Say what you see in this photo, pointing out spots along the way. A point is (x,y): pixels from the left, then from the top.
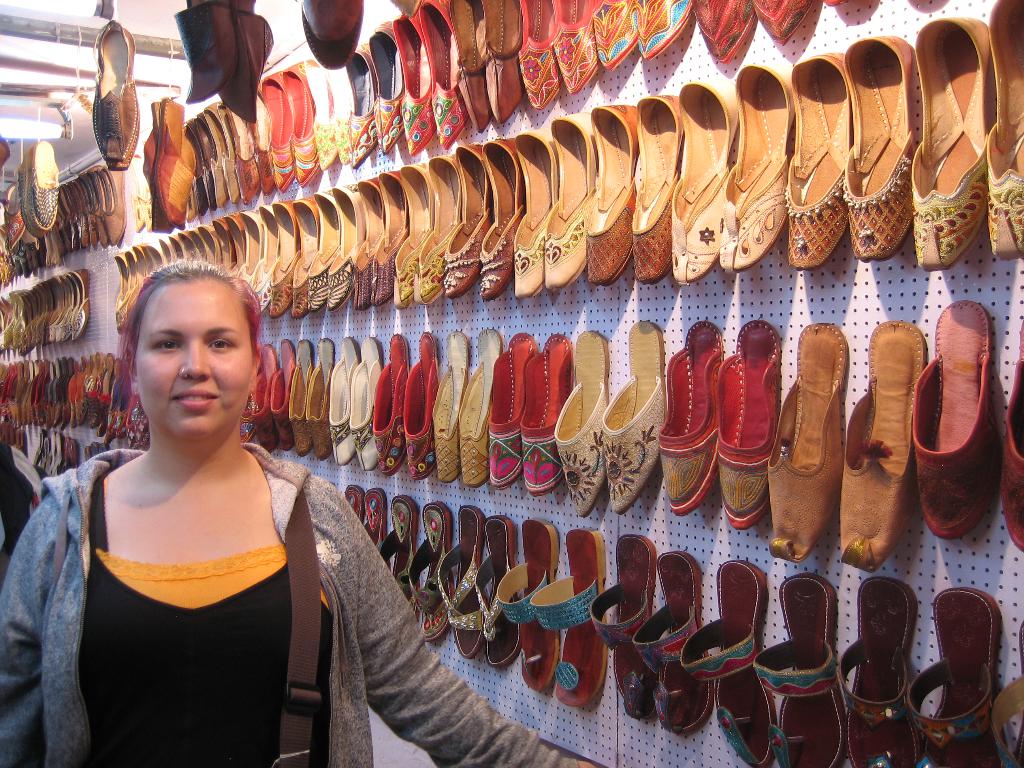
In this image, we can see a lady (251,558) wearing a bag (297,592) and in the background (446,210), there are shoes (375,187) and chappals (961,733) on the board (559,492).
